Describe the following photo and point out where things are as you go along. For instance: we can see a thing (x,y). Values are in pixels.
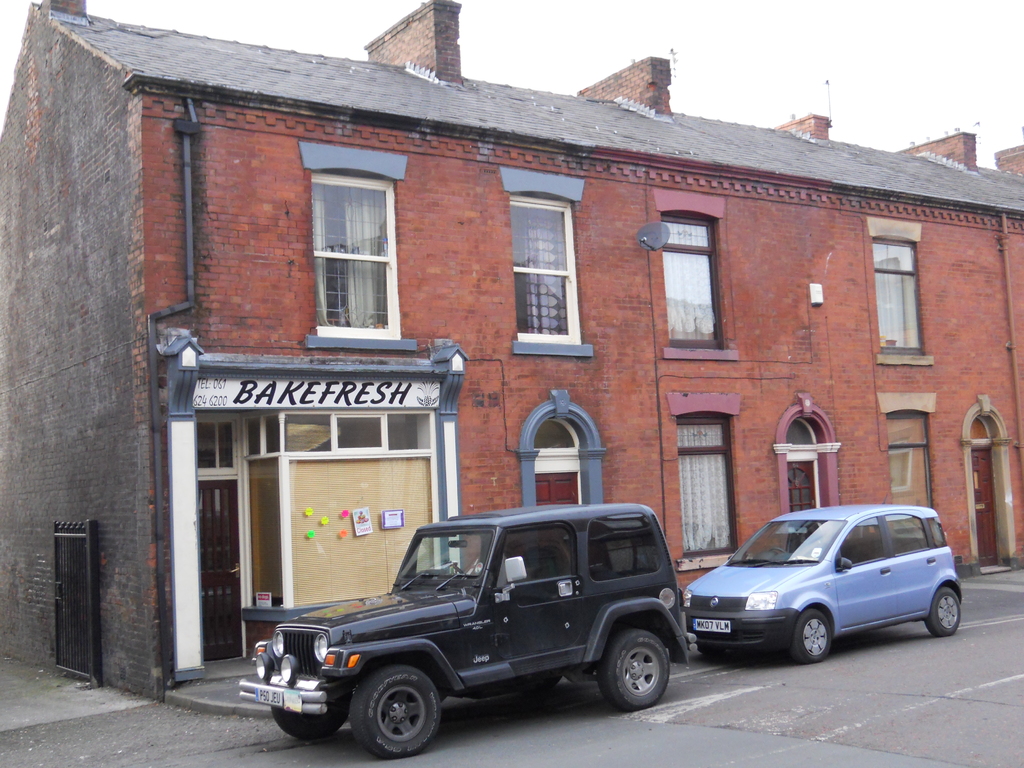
In this image I can see at the bottom (294,721) there are two vehicles (611,668) on the road (523,693). On the left side (162,429) it looks like a store (295,512), this is a building (626,325). At the top (691,56) there is the sky (691,56).
